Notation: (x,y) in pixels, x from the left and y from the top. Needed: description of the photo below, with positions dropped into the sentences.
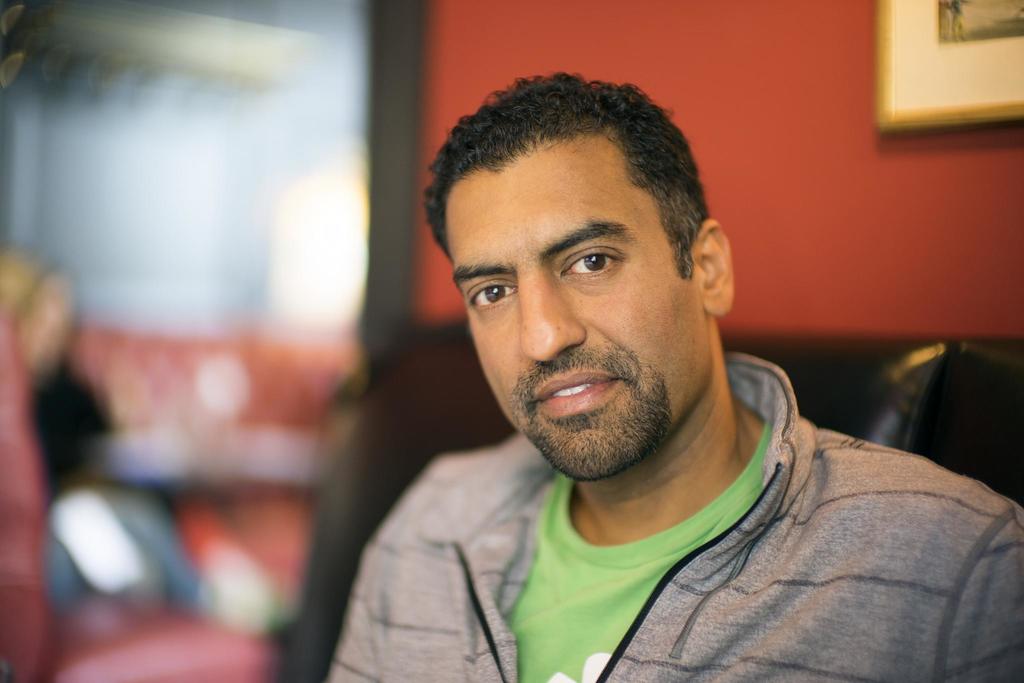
There is a man (555,649) wore jacket (851,654) and we can see sofa (931,396). In the background (158,558) it is blurry and we can see frame (887,39) on a wall (828,325).
